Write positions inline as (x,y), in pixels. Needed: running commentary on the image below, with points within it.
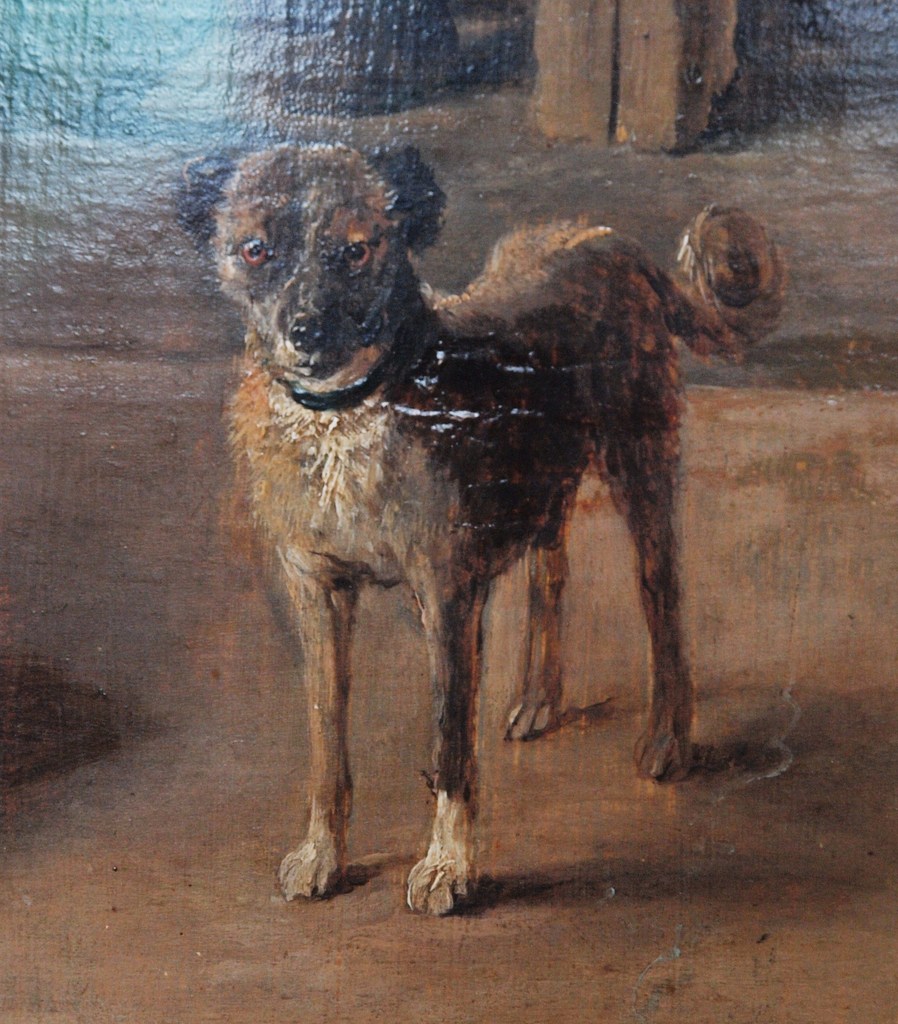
In this image we can see the painting (455,318) of a dog (449,316) and an object (580,81).
